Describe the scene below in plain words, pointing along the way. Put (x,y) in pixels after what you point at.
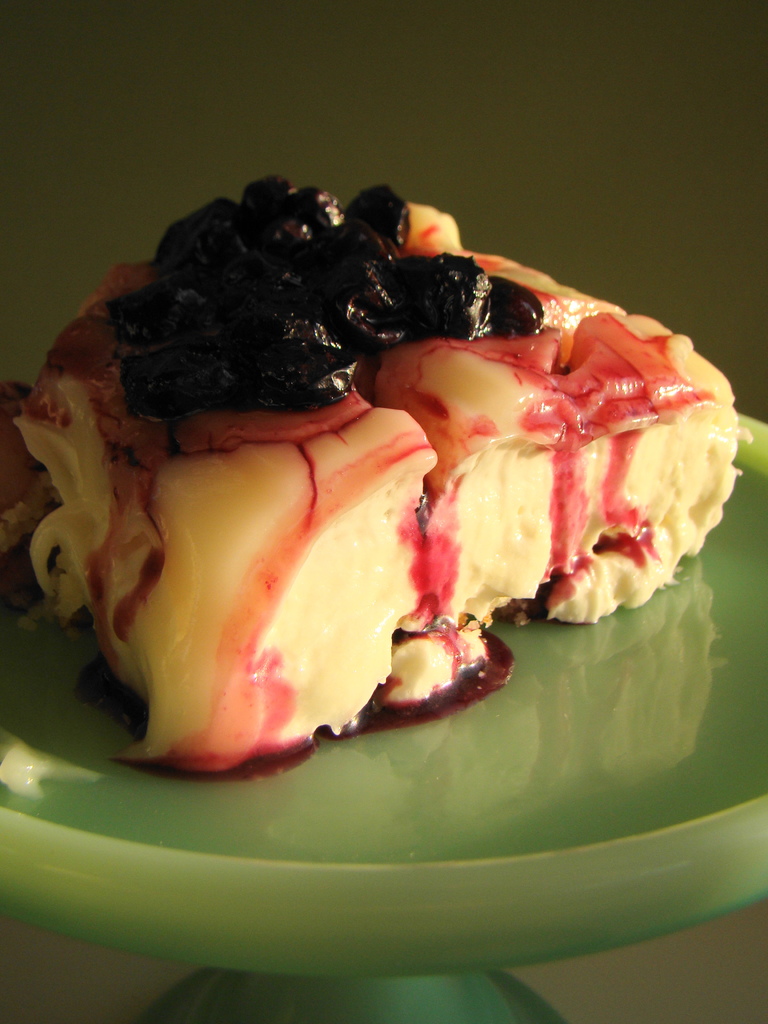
In the picture we can see a green color plate (312,771) on it we can see a dessert (324,601) which is cream in color with some black color fruit garnish (229,357) on it.
